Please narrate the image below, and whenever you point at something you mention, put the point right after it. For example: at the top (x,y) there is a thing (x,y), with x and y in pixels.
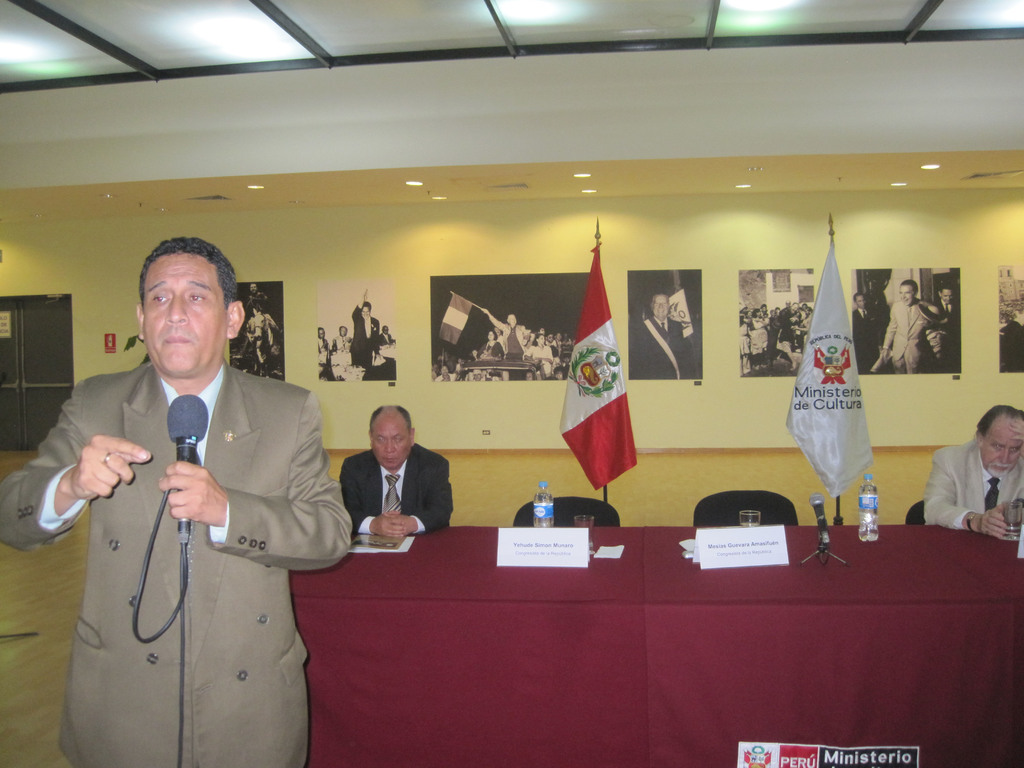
A man (236,316) is speaking with a mic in his hand (168,487). There are two men (352,460) sitting in chairs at a table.
